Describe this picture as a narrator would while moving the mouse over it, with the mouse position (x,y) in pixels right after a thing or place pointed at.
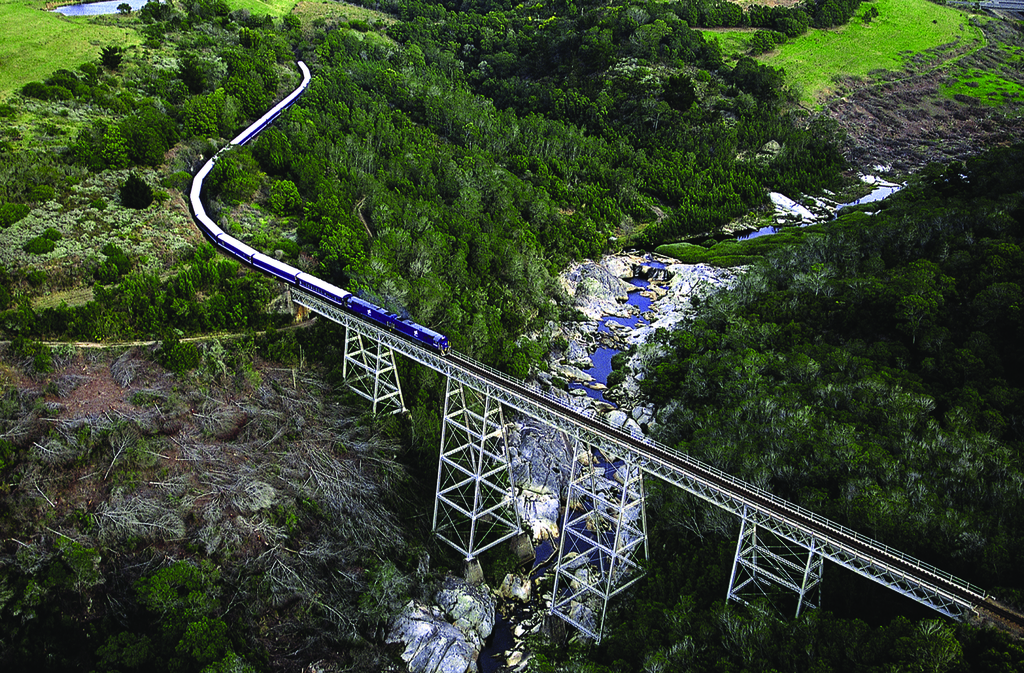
In the center of the image (442,433), there is a bridge (507,448) and we can see a train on the track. In the background (460,66), there are trees (732,100), rocks (695,265) and there is water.
